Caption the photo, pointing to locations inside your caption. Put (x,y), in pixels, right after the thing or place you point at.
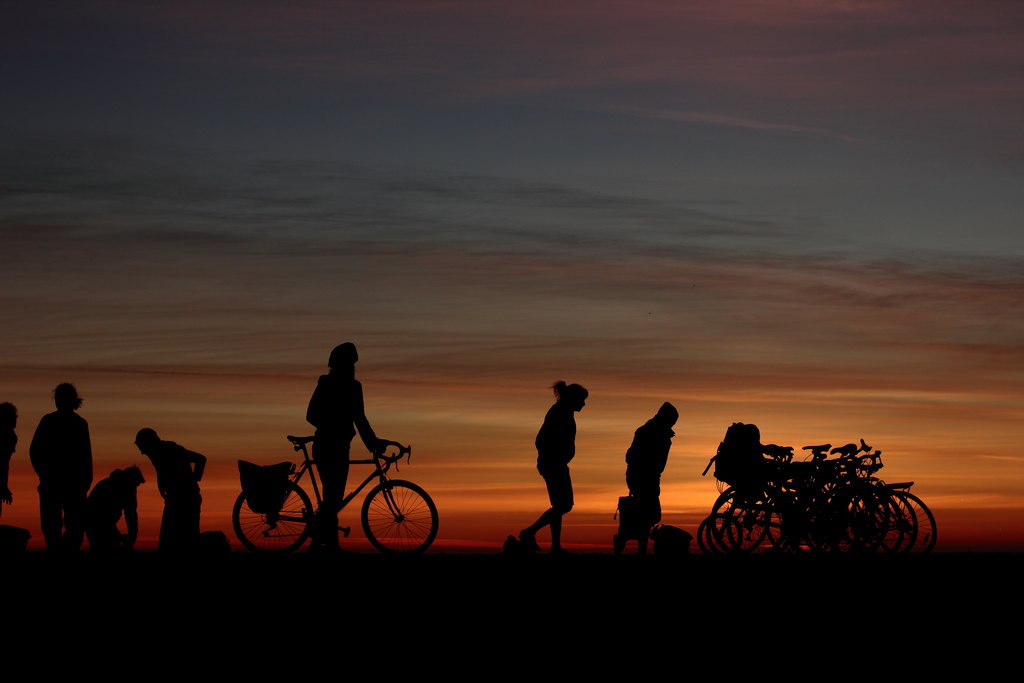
In this picture we can see the silhouettes (188,452) of some people (187,546) and bicycles (260,548) on the ground (363,577). Here the sky (710,202) is dark and the sun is setting.
